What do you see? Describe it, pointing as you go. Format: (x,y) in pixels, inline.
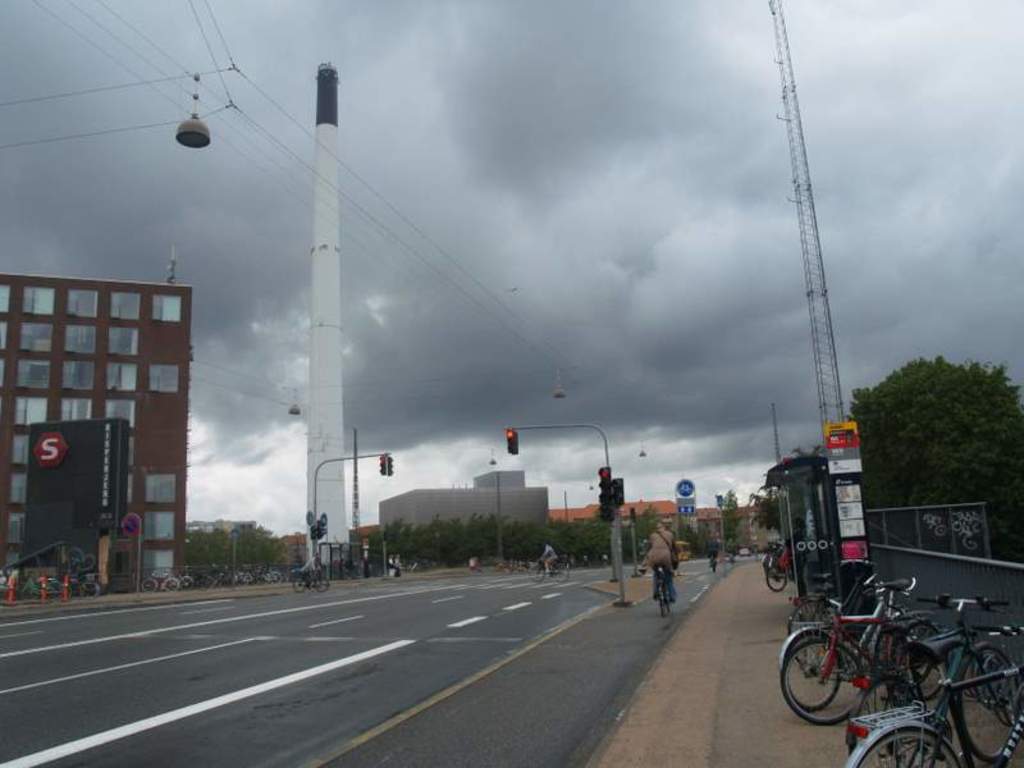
There is a road (370,591). There are traffic lights (381,465) with poles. On the right side (932,722) there are cycles (825,680) on the sidewalk (782,719). Also there is a wall (927,522) and tower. Near to that there is a tree (861,411). On the left side (45,410) there is a building (90,404). In front of that there are many cycles (147,583). Also there is a tower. In the background (374,525) there are many trees (589,529), buildings (575,514) and sky (570,243). There are sign boards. And there are many people (716,562) riding cycles (663,588).
